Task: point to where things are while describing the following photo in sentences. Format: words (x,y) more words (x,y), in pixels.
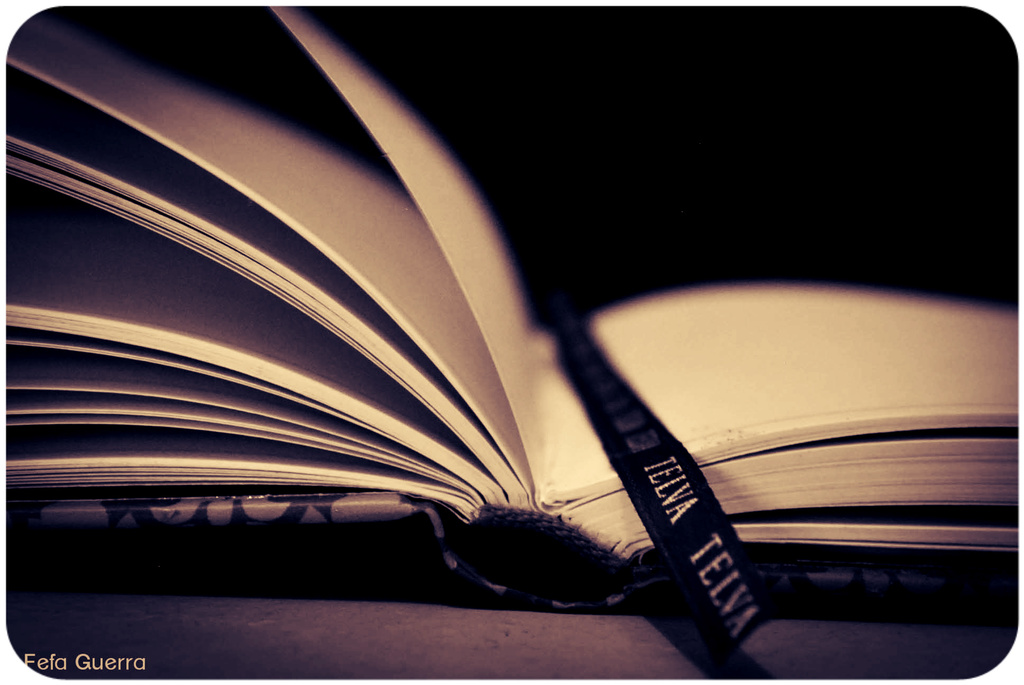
In this picture we can see a book (864,328) placed on a platform (185,632) and in the background (555,200) it is dark.
